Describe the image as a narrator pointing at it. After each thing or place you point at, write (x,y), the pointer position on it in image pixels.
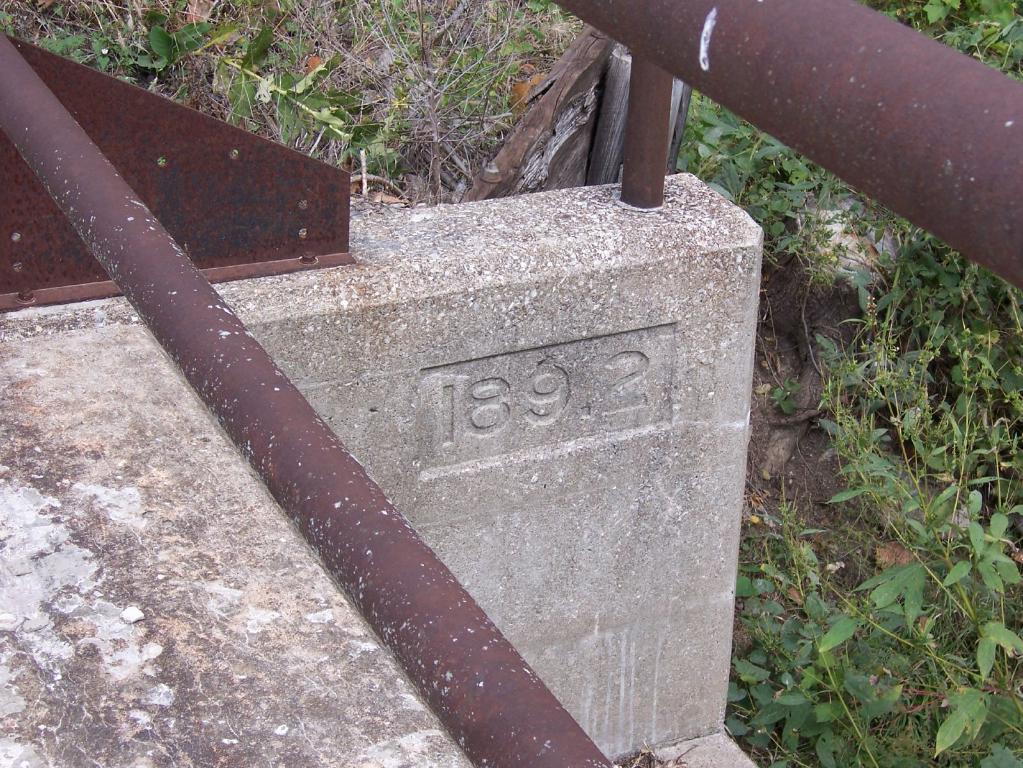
In this image I can able to see a stone (514,519) with numbers (631,378) on it. Also there are iron rods (822,125), a wooden object (593,154) and in the background (895,579) there are plants (900,399) and grass (898,526).
